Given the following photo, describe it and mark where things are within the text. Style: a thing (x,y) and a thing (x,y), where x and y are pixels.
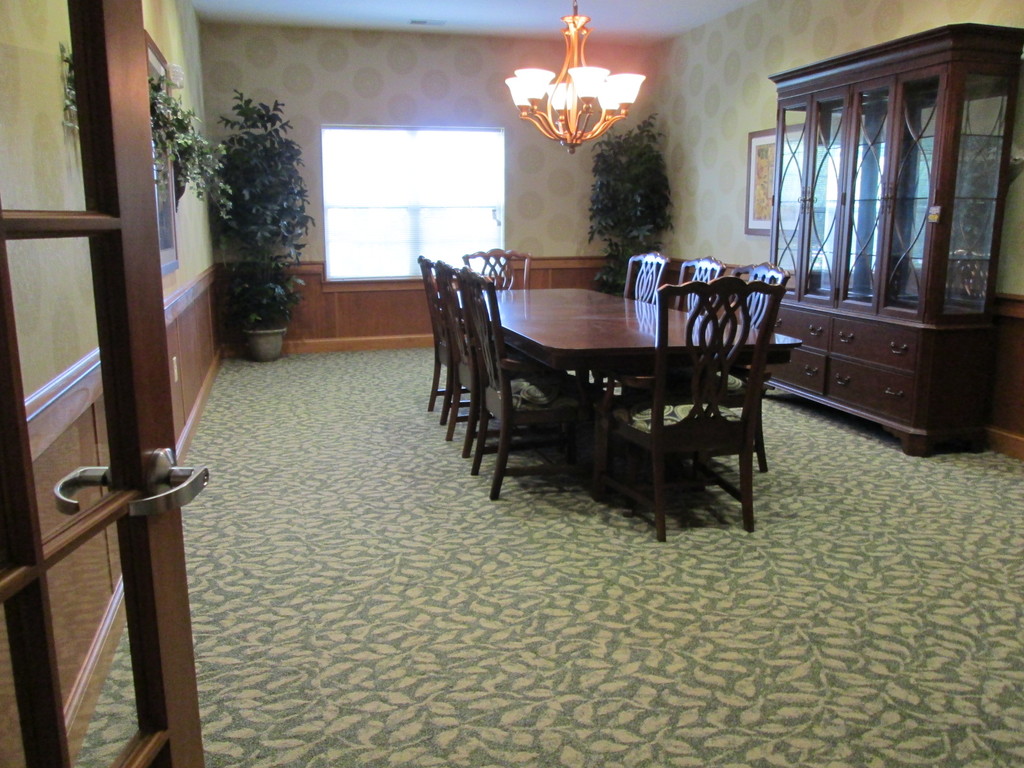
In this image I can see there is a table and there are a few chairs (452,315), there is a wooden shelf (904,214) at right side (993,191) and there is a window (380,217) in the background (388,200).
